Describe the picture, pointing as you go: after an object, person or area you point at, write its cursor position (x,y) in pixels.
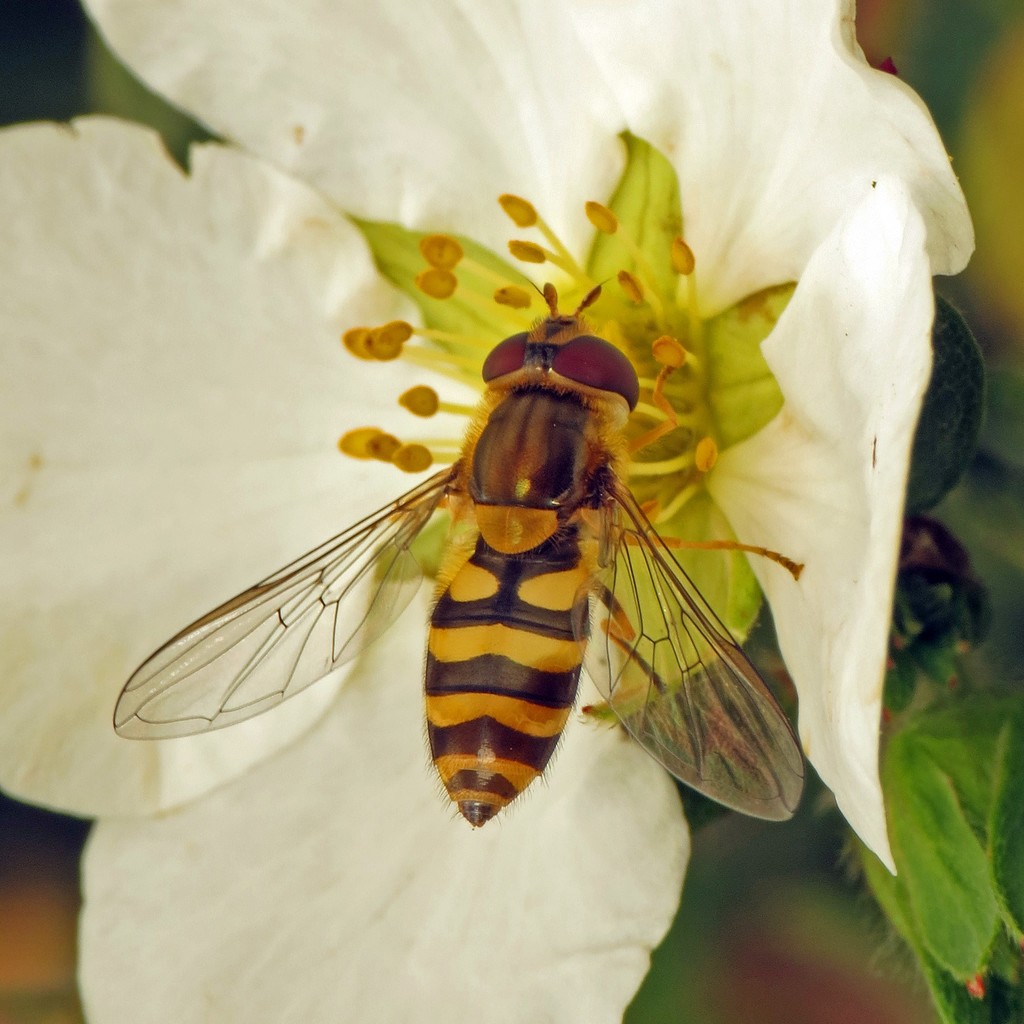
In this picture we can see fly (516,485) on the flower (234,383).
